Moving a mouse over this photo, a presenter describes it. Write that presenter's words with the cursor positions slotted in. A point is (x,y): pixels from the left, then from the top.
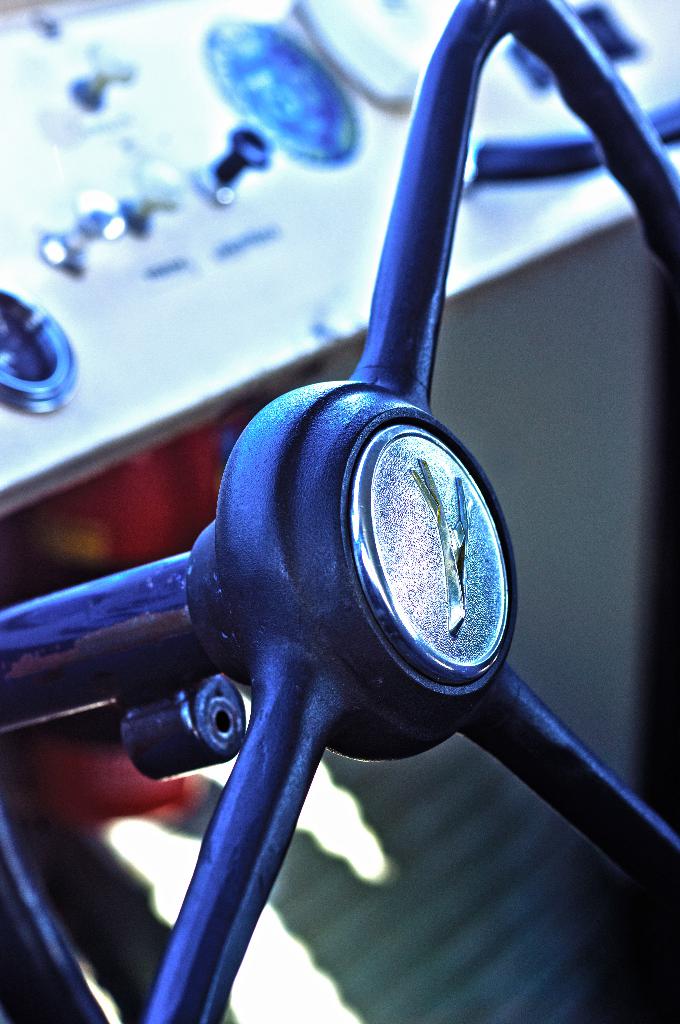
This is the picture of a vehicle (490,240). In this image there is a steering (534,35) and there are knobs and there are meter readings (33,389).
